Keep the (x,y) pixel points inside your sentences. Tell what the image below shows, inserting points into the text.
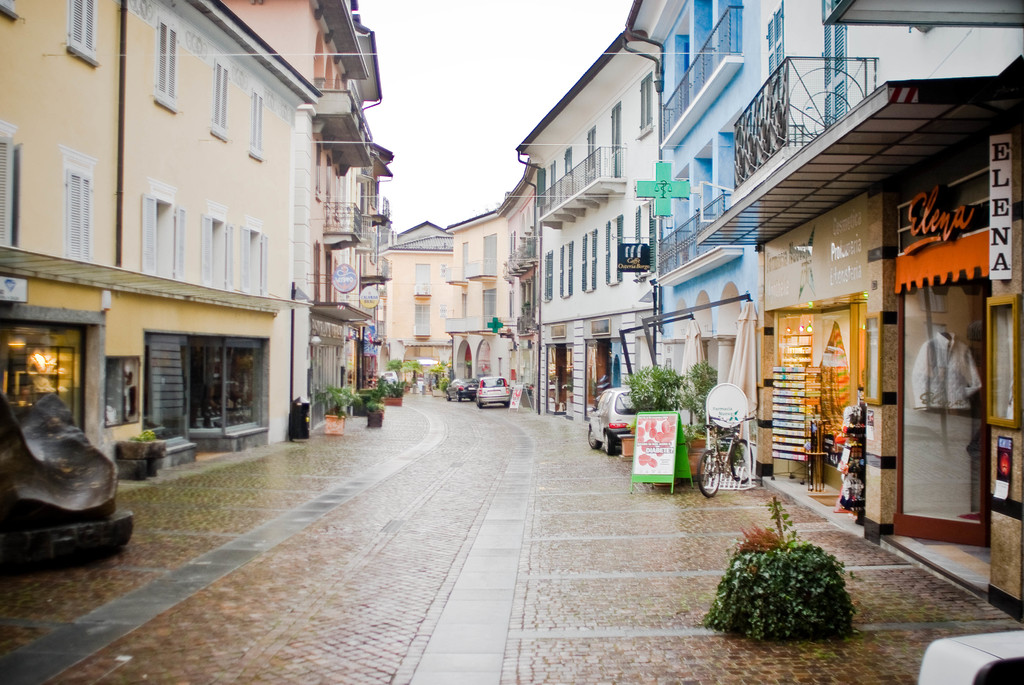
These are the buildings (366,202) with the windows (644,119). Here is a bicycle (710,461) and the cars (481,397), which are parked. I can see the shops (842,412). This looks like a name board (812,284), which is attached to the wall (871,232). I can see the flower pots (379,419) with the plants (788,587) in it. This is a board (678,478), which is placed on the road (635,520). Here is the sky (415,93).
